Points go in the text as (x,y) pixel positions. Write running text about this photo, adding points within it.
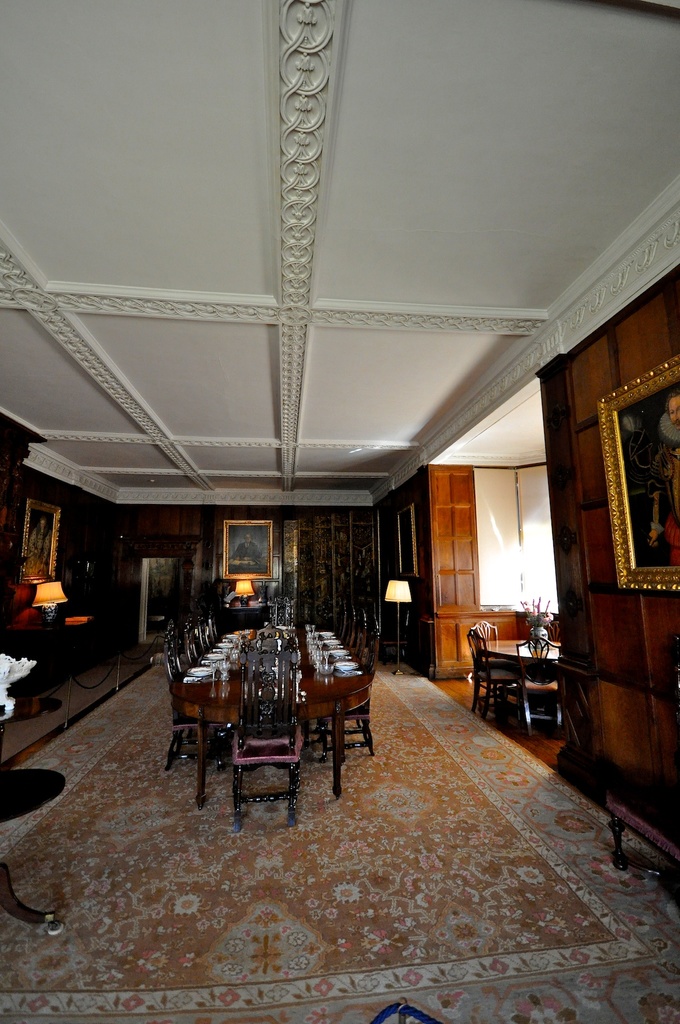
In this image there are tables (303,649), chairs (275,667), flower vases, plates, glasses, carpet (289,973), lamps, frames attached to the wall (563,569), and some objects (330,650) on the table (315,673).
